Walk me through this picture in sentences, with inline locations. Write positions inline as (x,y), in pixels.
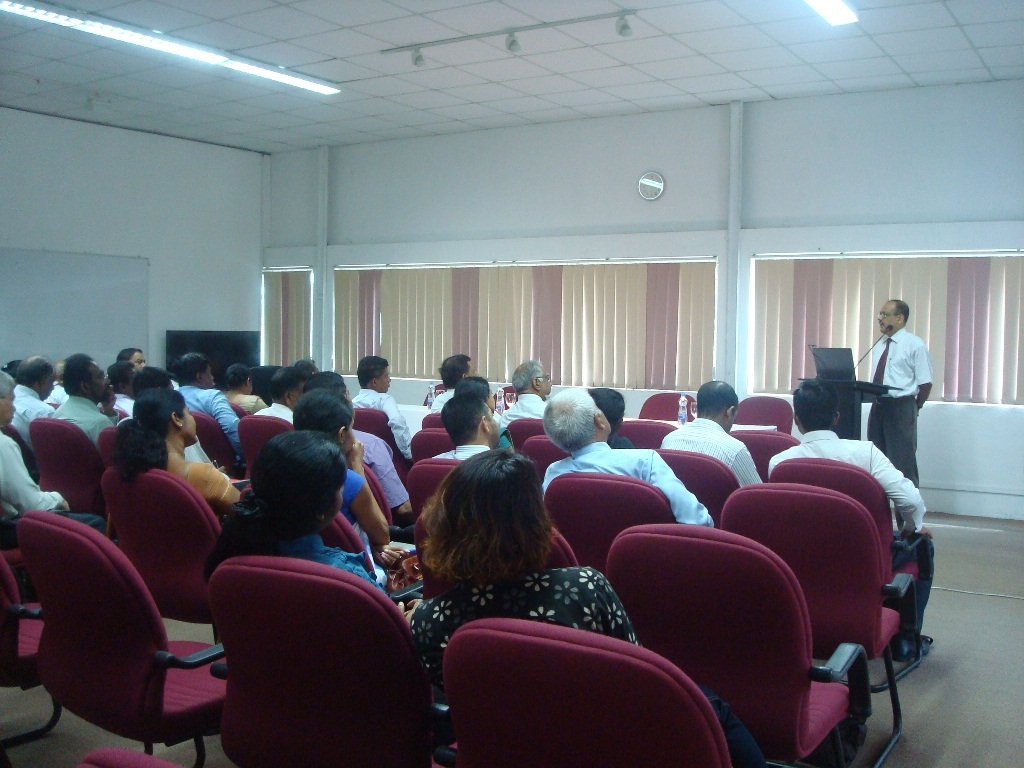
In this image, group of peoples (372,400) are sat on red chair (440,578). On right side (909,394), human (891,375) is stand near the podium (848,391). There is a laptop (844,367), microphone (858,362). The background (442,316), we can see window shades (688,323), wall pillar (735,186), clock (645,193). On left side (133,309), there is a white color board (128,309) and here black color. At the roof (472,98), there are lights (289,79).
